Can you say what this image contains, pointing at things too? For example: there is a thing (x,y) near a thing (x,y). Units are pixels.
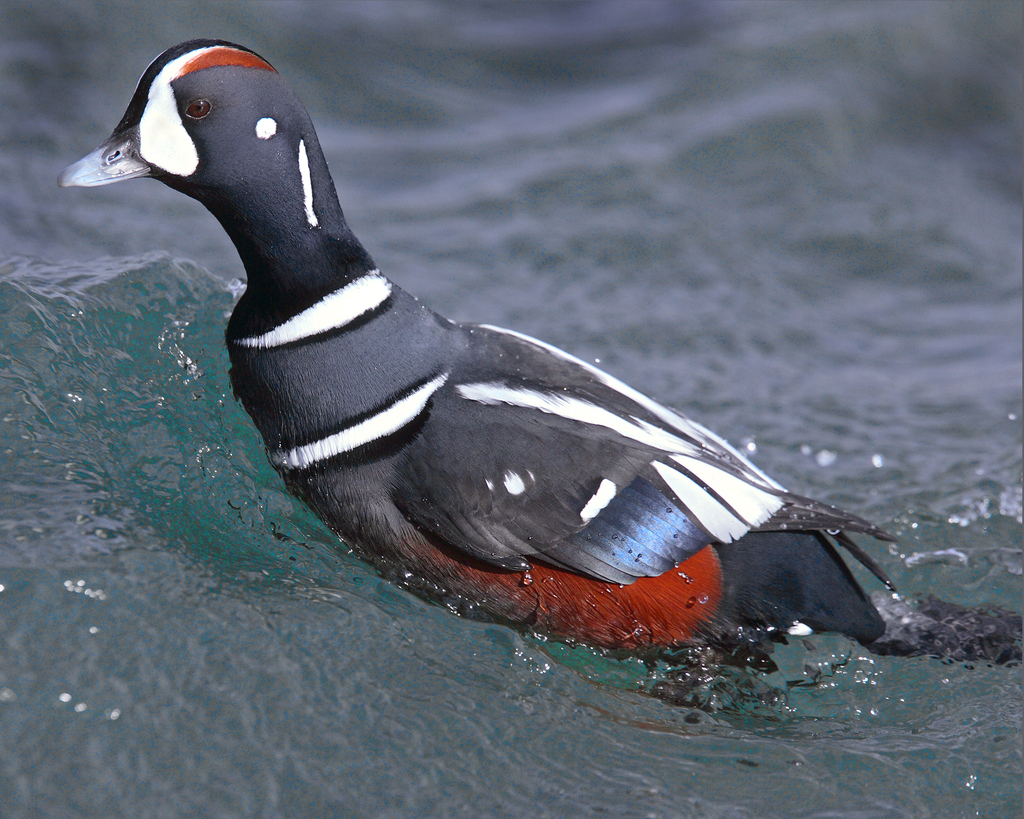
In this image in the center (352,431) there is a bird (395,386) in the water (71,687).
